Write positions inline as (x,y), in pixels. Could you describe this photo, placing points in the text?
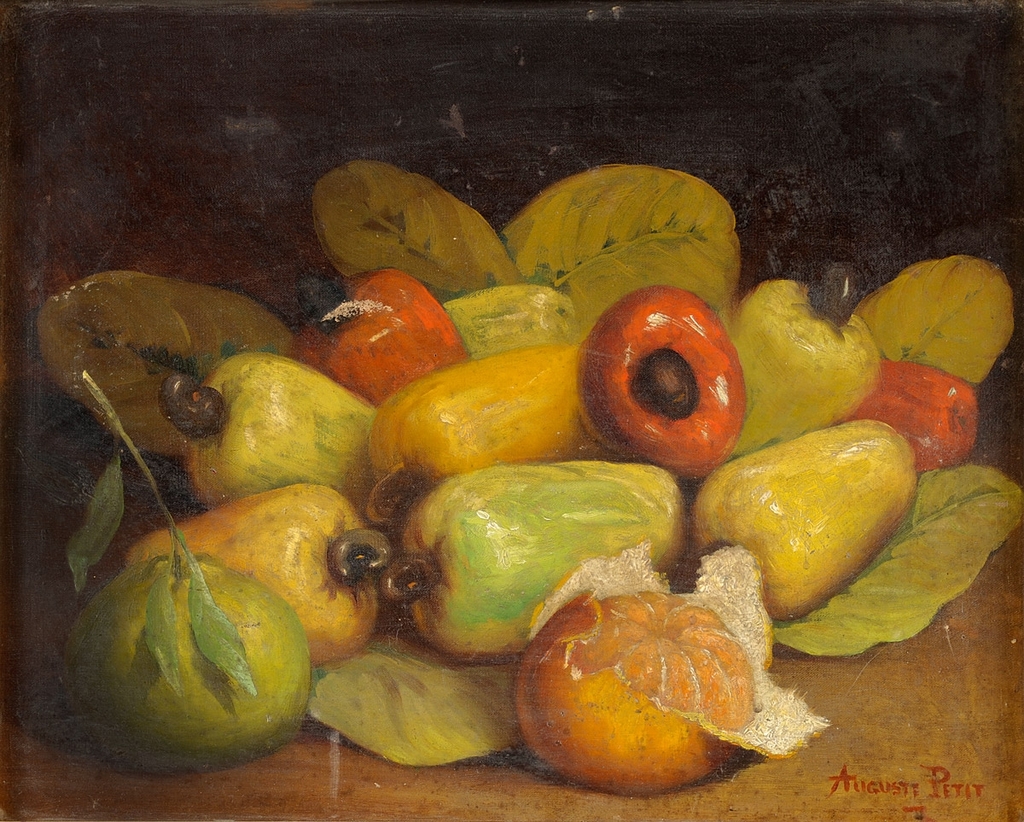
In this picture we can see painting (519,487) of few fruits (529,493), at the right bottom of the image (843,783) we can see some text (850,771).
